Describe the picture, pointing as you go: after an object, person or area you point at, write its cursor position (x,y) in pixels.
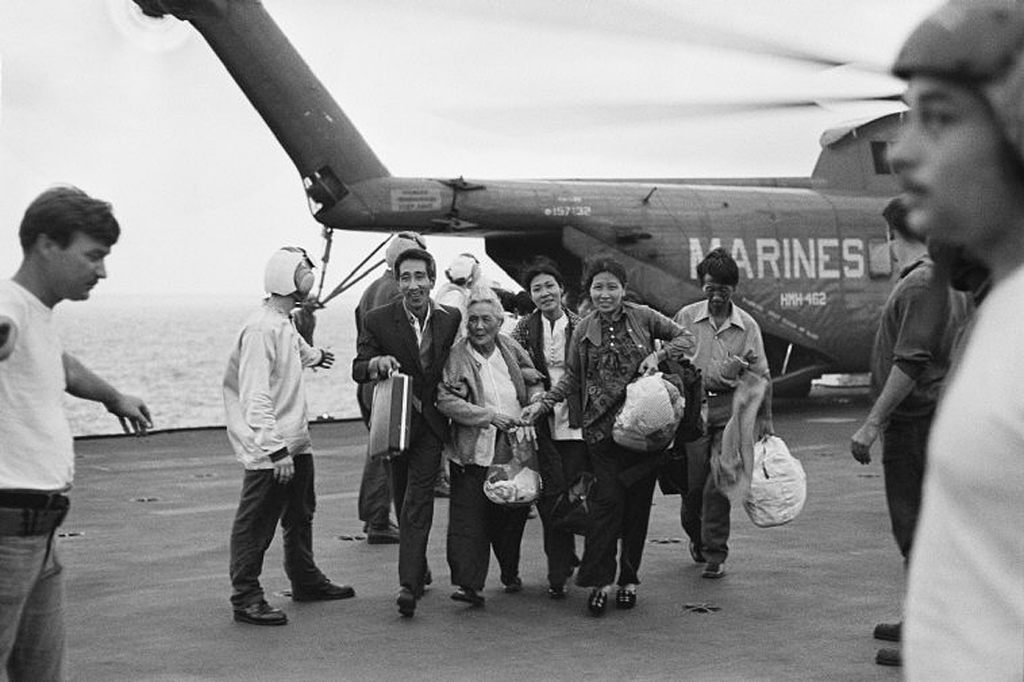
In this image there are some persons (13,394) standing in the middle of this image (451,359). There are four persons (605,401) holding some objects (662,406) as we can see in the middle of this image (401,444). There is a helicopter (607,250) on the right side of this image (751,231). There is a sea (245,309) on the left side of this image (215,309). There is a sky (431,82) on the top of this image (494,86).
